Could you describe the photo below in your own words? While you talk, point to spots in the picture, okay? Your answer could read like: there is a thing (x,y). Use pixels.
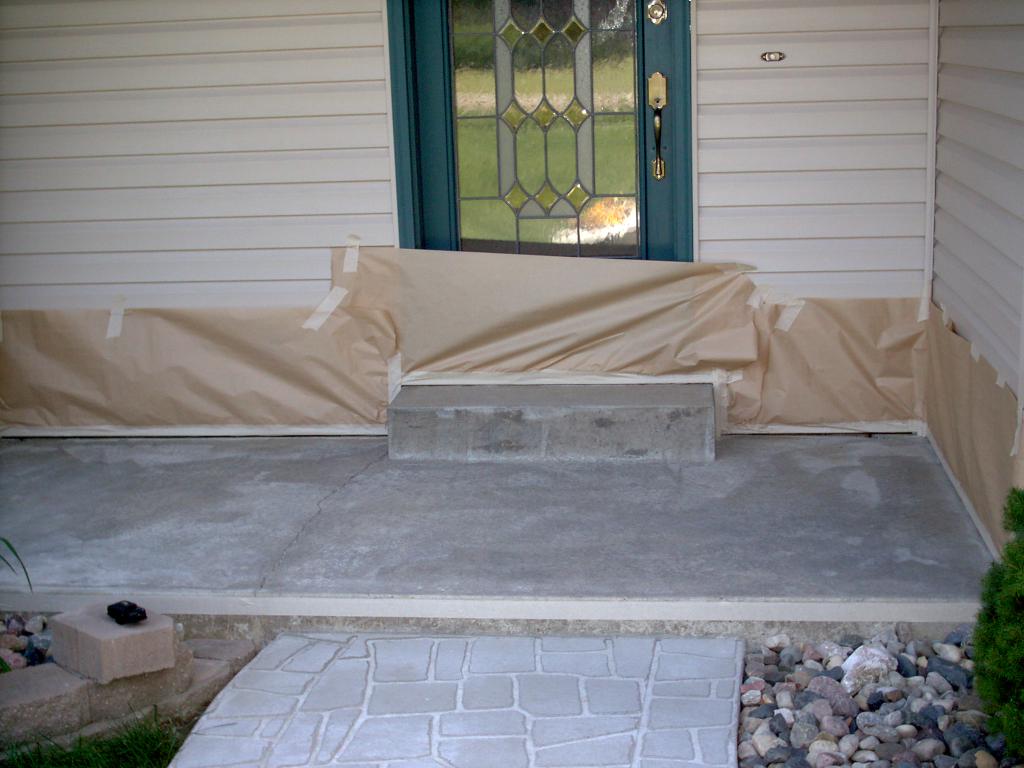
In this picture there is a door (481,131) in the center of the image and there are pebbles (27,616) at the bottom side of the image (802,761), it seems to be a house (7,255).
